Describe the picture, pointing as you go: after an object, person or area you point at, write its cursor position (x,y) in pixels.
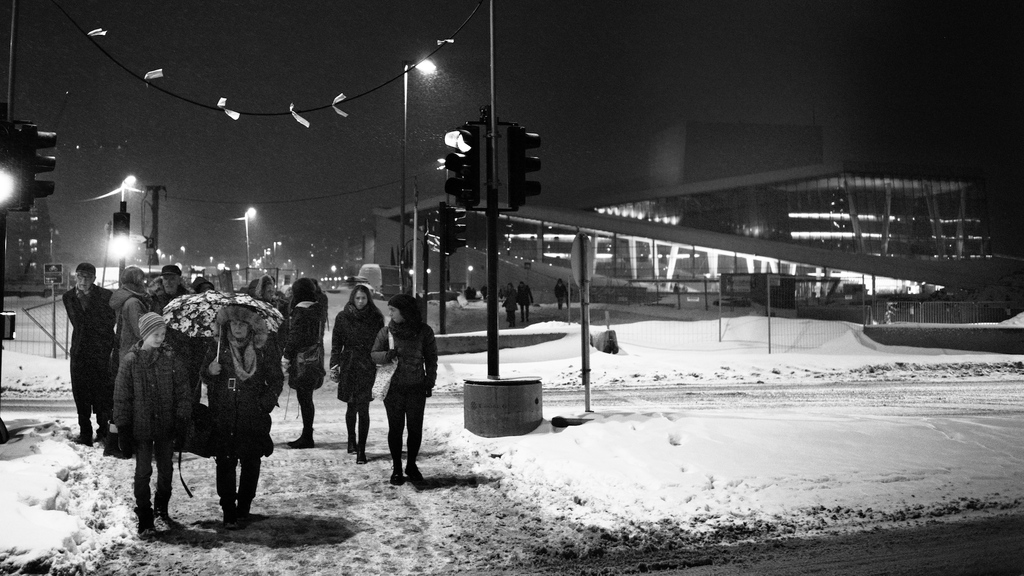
In this picture we can see a group of people (147,455) on the ground (356,457), some people (351,443) are wearing bags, one person (230,465) is holding an umbrella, here we can see traffic signals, electric poles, buildings (832,196), fence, lights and some objects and we can see sky (841,126) in the background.
